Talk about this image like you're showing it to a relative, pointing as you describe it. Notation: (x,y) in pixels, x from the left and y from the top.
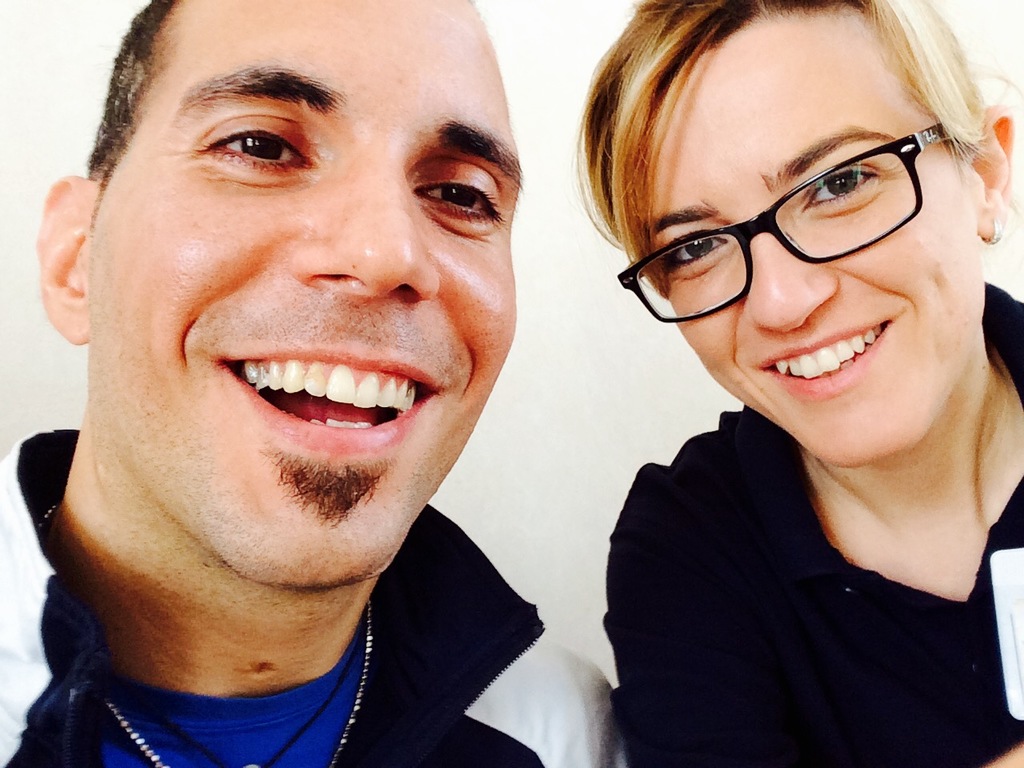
In this image there are two persons (232,525). There is a person (232,489) wearing blue shirt (226,749) and jacket (62,437) and there is another person (788,568) wearing a black jacket (673,472). There is white colored background (534,156).
